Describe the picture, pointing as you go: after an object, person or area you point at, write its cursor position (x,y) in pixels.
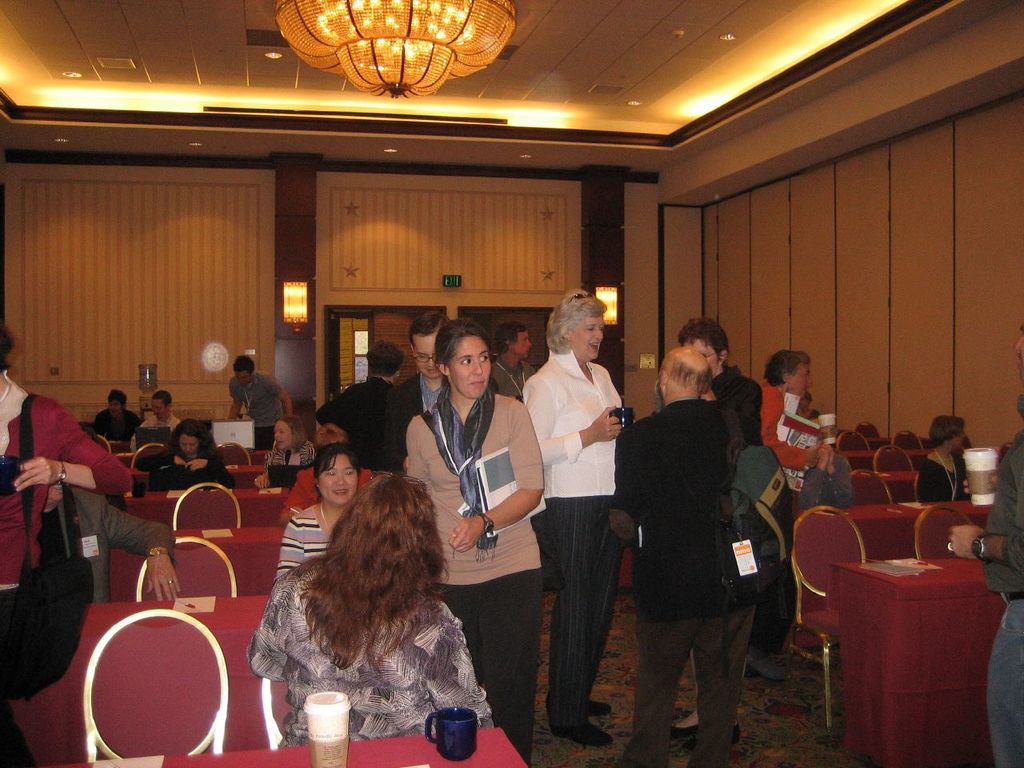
In the image we can see there are people (395,668) who are sitting on chair (191,512) and there few people (511,544) are standing.
